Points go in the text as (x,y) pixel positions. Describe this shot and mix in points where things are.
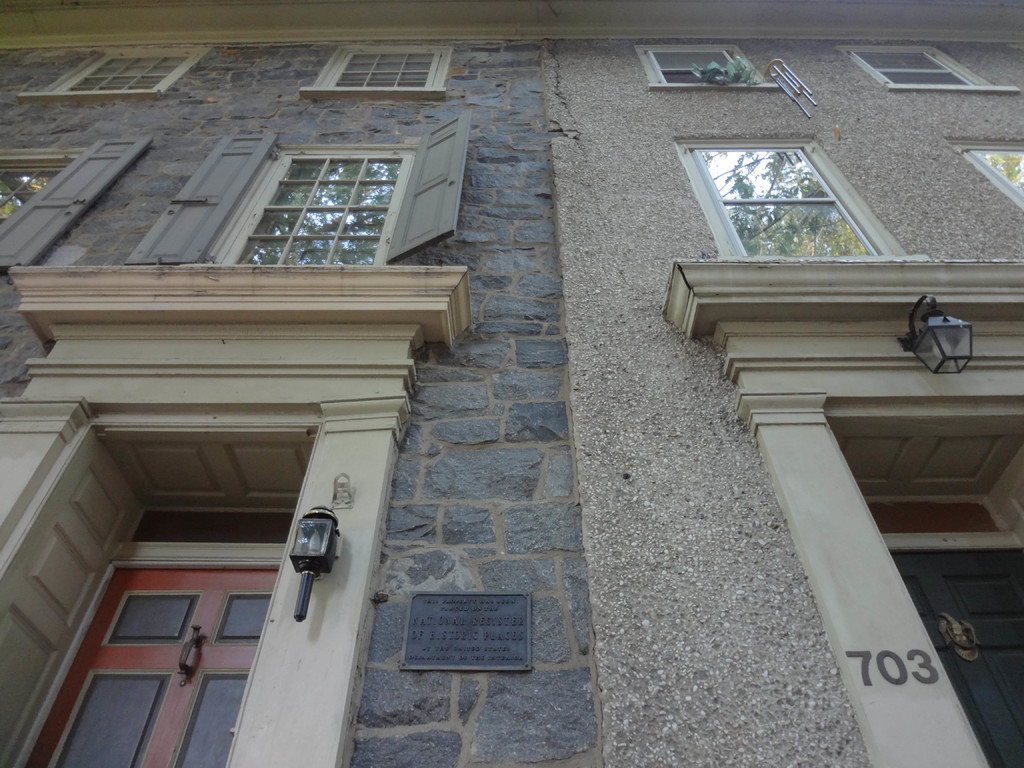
This is a building view image from the front side, in this image we can see doors (214,601), lamps (321,536) and glass Windows (346,205).
